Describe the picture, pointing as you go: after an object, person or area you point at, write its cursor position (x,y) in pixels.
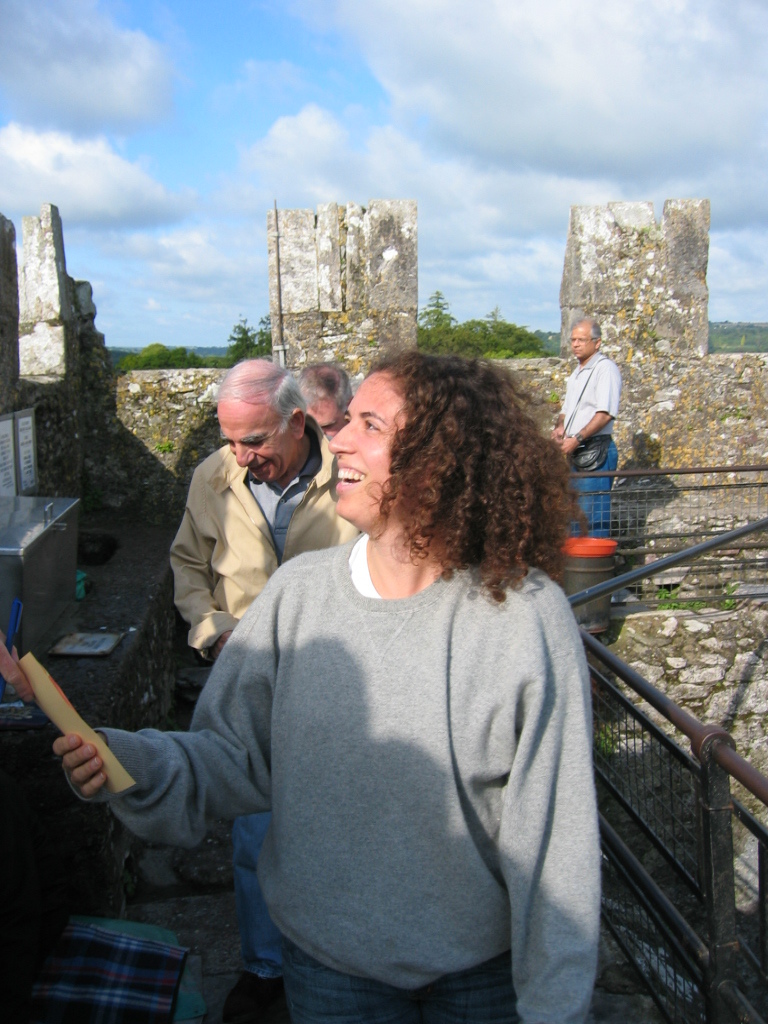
In this image we can see a group of persons (322,566) standing on the castle (137,503). In the background (491,330) there is a tree (470,337), sky (468,280) and clouds (470,59).
